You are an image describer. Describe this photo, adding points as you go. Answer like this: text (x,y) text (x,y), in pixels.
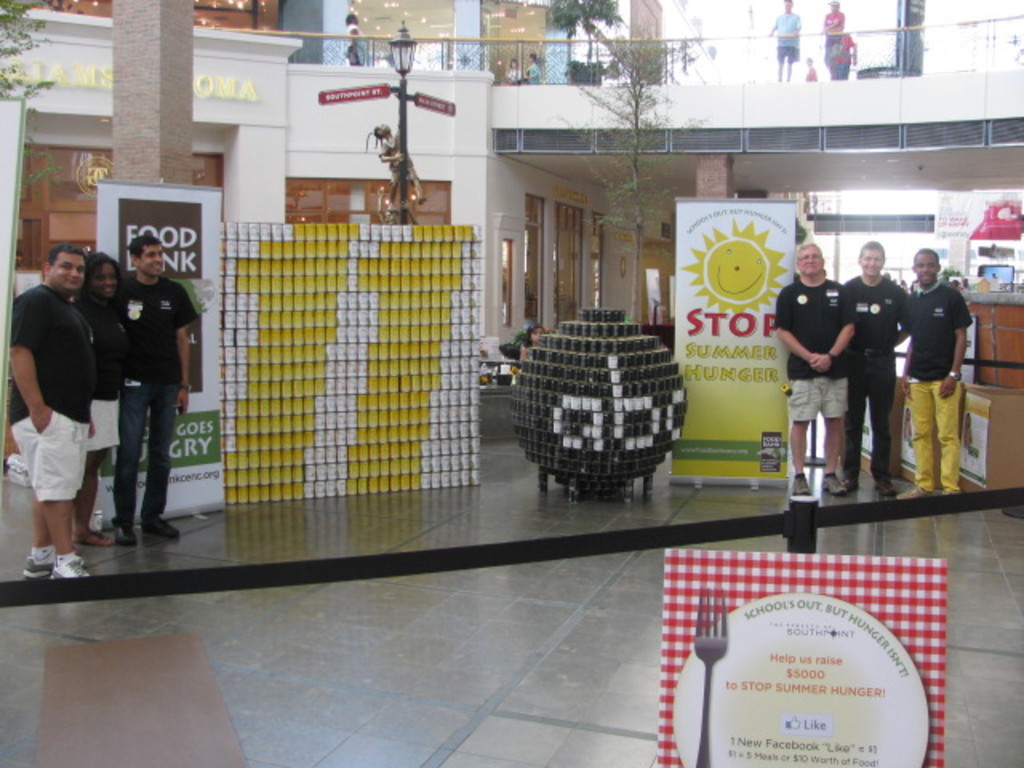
On the left (151,354) there are three person (88,332) standing near to the banner (185,258). On the right (955,354) there are three man (829,317) was standing near to the banner (694,284) and carton boxes (987,447). On the top (788,23) we can see two person (798,15) standing near to the fencing (766,58). Here we can see a girl (534,338) who is standing behind this black object (541,371). Here we can see a statue (386,206) which is on the street light (403,84). On the top (565,8) there is a plant (602,4).
